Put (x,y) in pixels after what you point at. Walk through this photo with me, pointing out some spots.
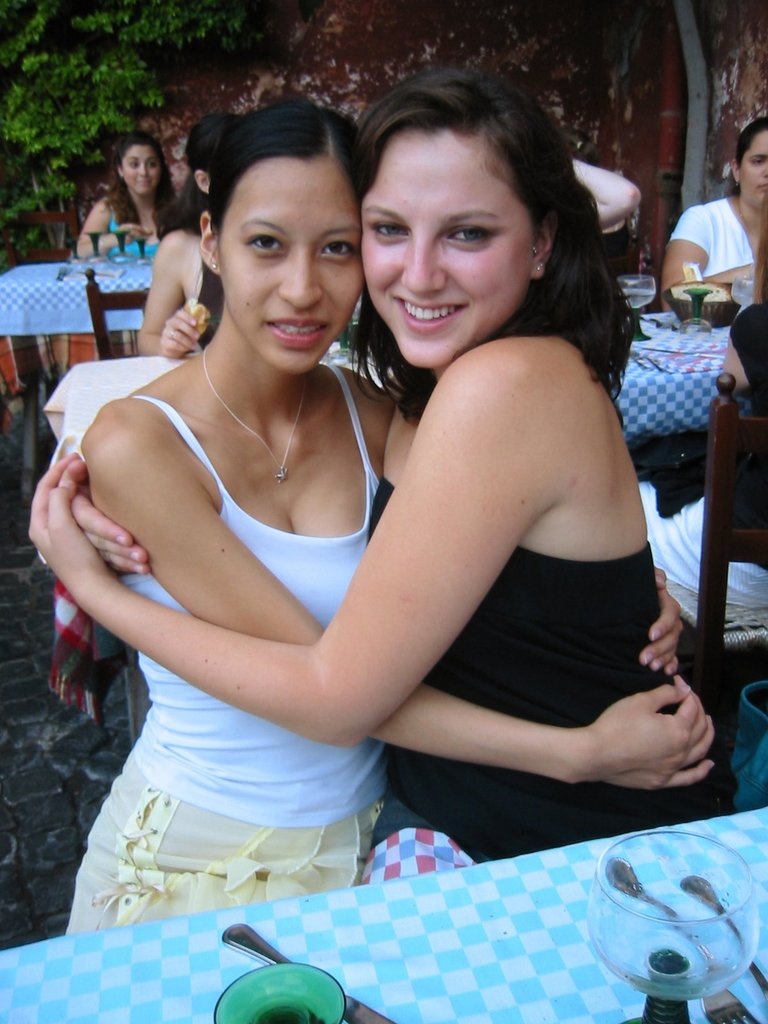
In this picture there are two girls (214,280) holding each other, they have a table (439,888) in front of them which has some glasses (664,976) and forks (753,966) on it. In the background (266,20) there are few people (180,215) and also there are some trees (23,105).
